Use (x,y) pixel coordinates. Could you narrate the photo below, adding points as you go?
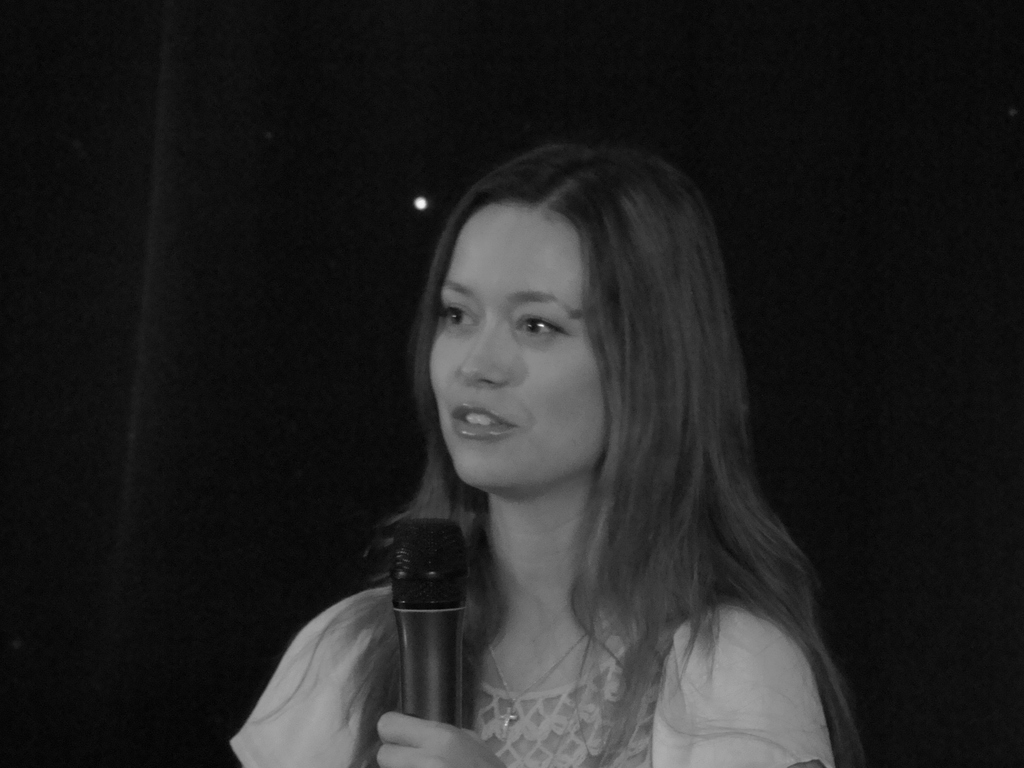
Here we can see one woman (611,511) holding a mike (427,612) in her hand (406,721) and talking. This is a black and white picture.
